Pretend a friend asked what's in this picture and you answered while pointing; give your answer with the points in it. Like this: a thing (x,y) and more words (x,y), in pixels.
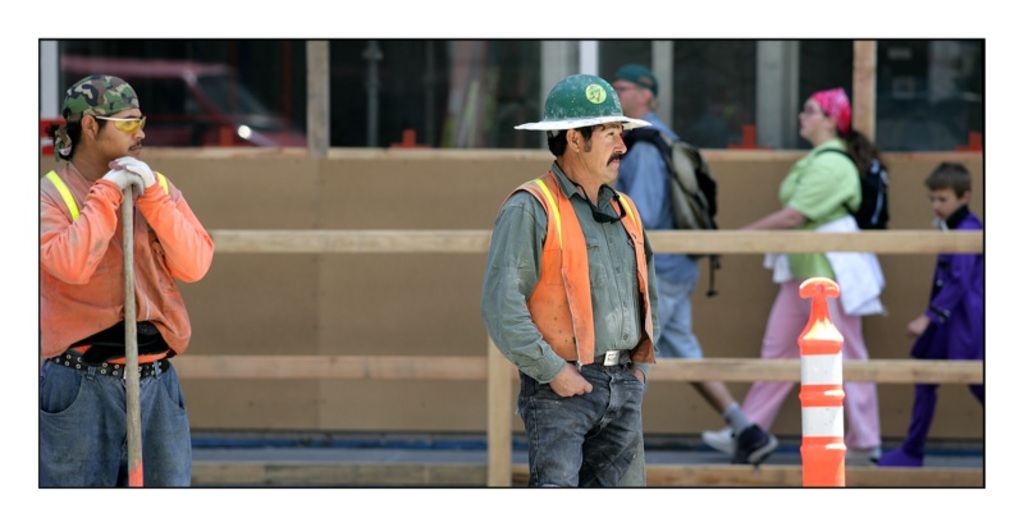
This picture seems to be clicked outside. In the center (503,237) we can see the group of persons (784,214) and we can see the backpacks (867,197). In the background (217,106) we can see a vehicle (209,85) and we can see some other objects (934,80).
